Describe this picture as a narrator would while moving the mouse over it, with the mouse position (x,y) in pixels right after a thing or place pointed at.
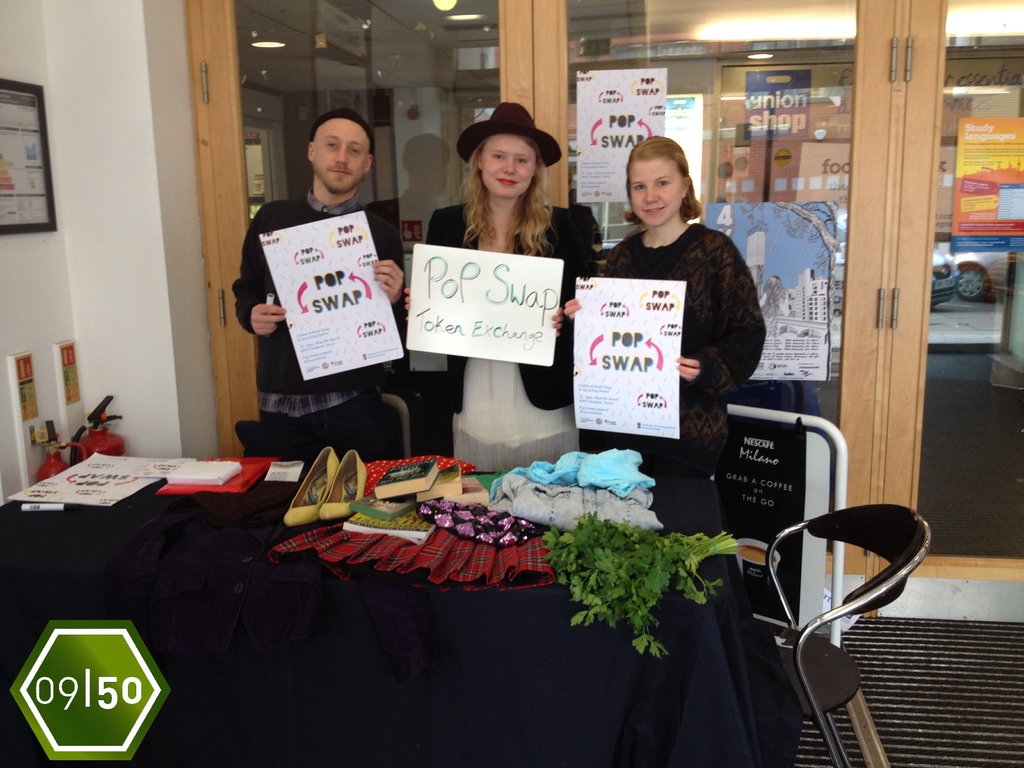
In this picture I can see three people (387,261) are standing and they are holding placards (419,289) with some text (350,299) and I can see papers (82,502), books (397,516), few clothes (451,515) and I can see few leaves (626,583) and footwear (291,512) and a placard (97,499) and a pen (36,509) on the table (74,536) and I can see a chair (920,534) and a frame (44,113) on the wall (67,183) and I can see few posters (833,257) with some text (1008,202) on the glass doors (886,307) and I can see another building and few cars (943,287) parked from the glass (954,261) and I can see text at the bottom left corner of the picture (113,676) and I can see couple of fire extinguishers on the left side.
